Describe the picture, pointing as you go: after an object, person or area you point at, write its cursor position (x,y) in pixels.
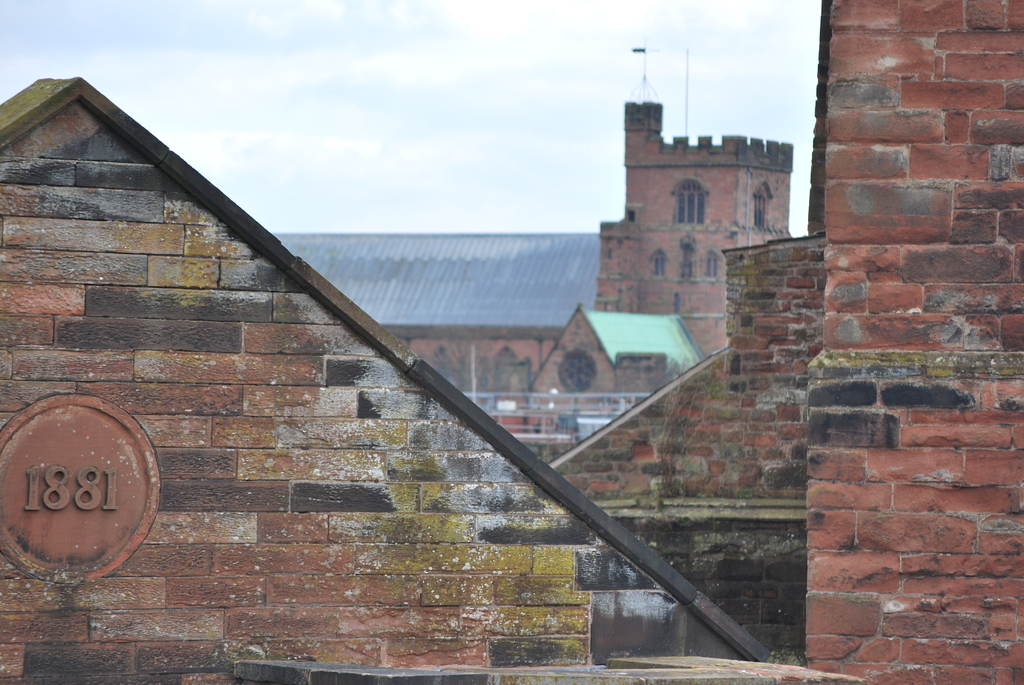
In this image I can see few buildings (470,363) in brown and gray color and I can also few poles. In the background (570,75) the sky (368,108) is in white color.
